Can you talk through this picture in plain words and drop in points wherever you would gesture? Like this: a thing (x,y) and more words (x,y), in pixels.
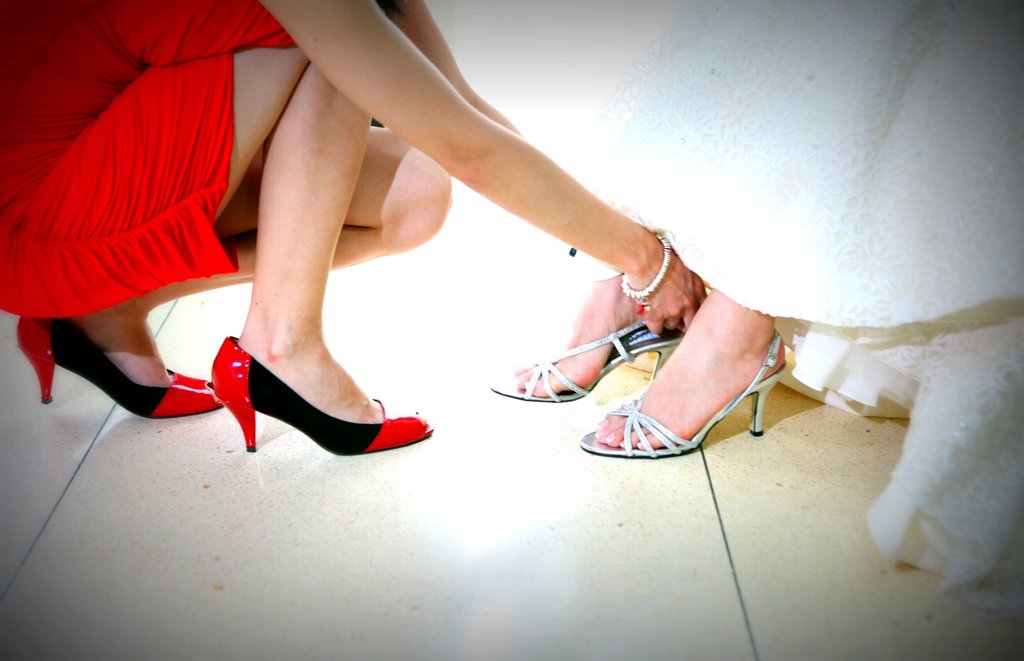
This picture describes about few people (424,176), on the left side of the image (245,151) we can see a woman (314,201), she wore a red color dress (223,166), and she is holding sandals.
